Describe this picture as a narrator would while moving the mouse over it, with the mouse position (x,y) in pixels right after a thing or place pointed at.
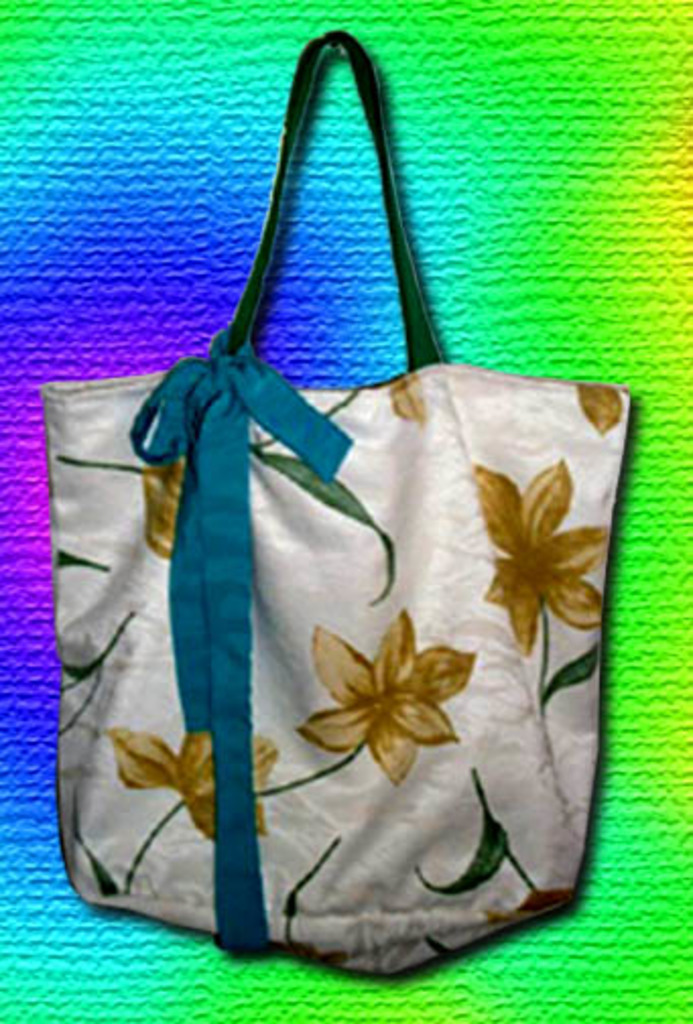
Here we can see a hand bag (217,611) and behind that we can see a colorful background (29,374).
